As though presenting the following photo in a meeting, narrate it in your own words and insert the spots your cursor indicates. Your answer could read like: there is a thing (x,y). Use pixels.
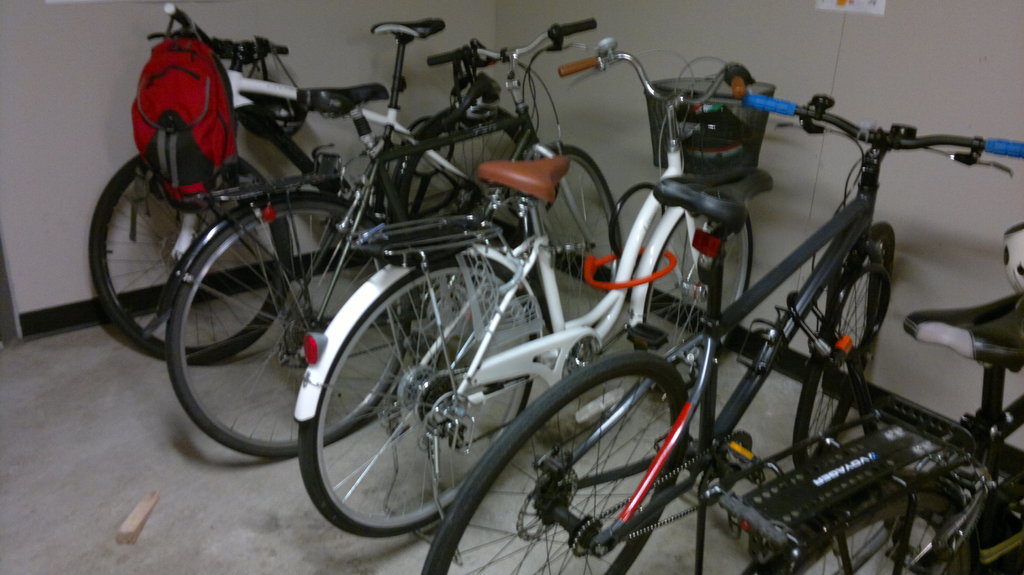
In this picture we can observe some bicycles (688,269) on the floor (75,432). There is a red color bag (182,89) hanged to the handle (187,13) of this bicycle (118,244). In the background (74,89) we can observe a white color wall (386,47).
